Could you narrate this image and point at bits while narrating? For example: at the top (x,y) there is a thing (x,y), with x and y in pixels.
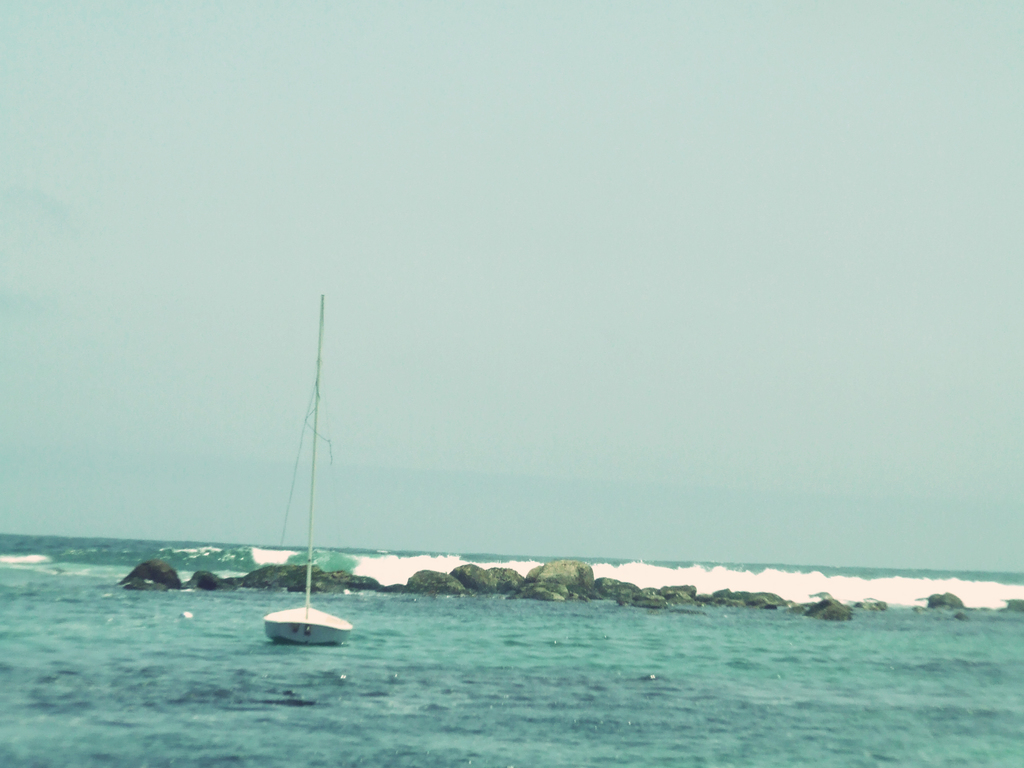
In this image, we can see some water (318,593) with an object (275,618). We can also see some stones (207,582) and the sky (485,435).
